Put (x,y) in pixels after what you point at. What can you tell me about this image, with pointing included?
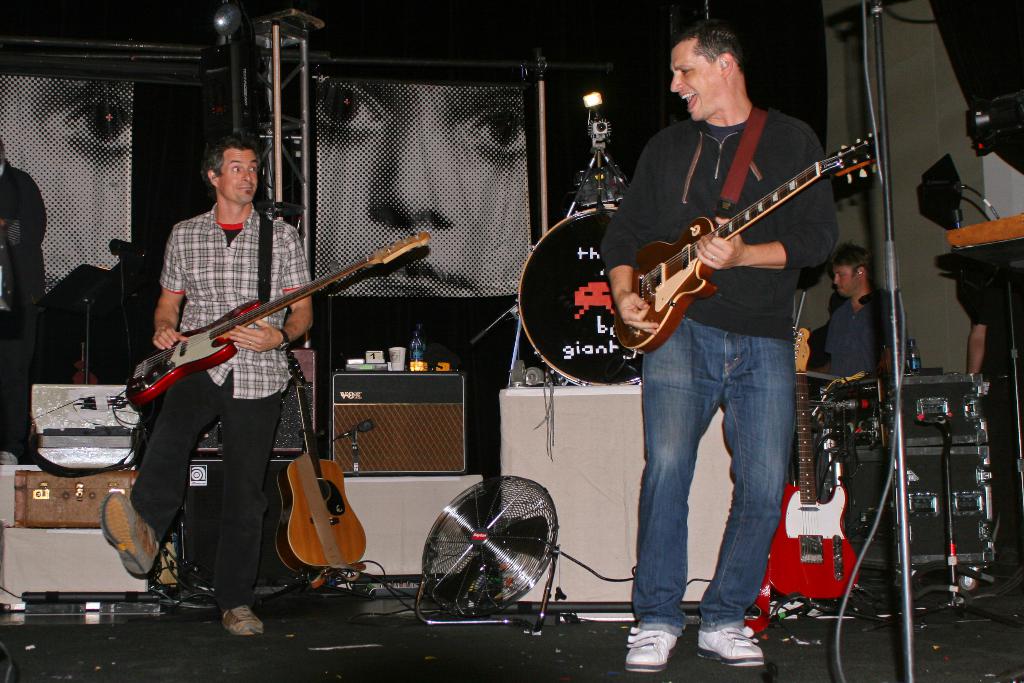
Here we can see two persons (732,268) are standing on the floor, and playing the guitar (695,293), and here is the stand (890,285), and here are some objects (971,417).
